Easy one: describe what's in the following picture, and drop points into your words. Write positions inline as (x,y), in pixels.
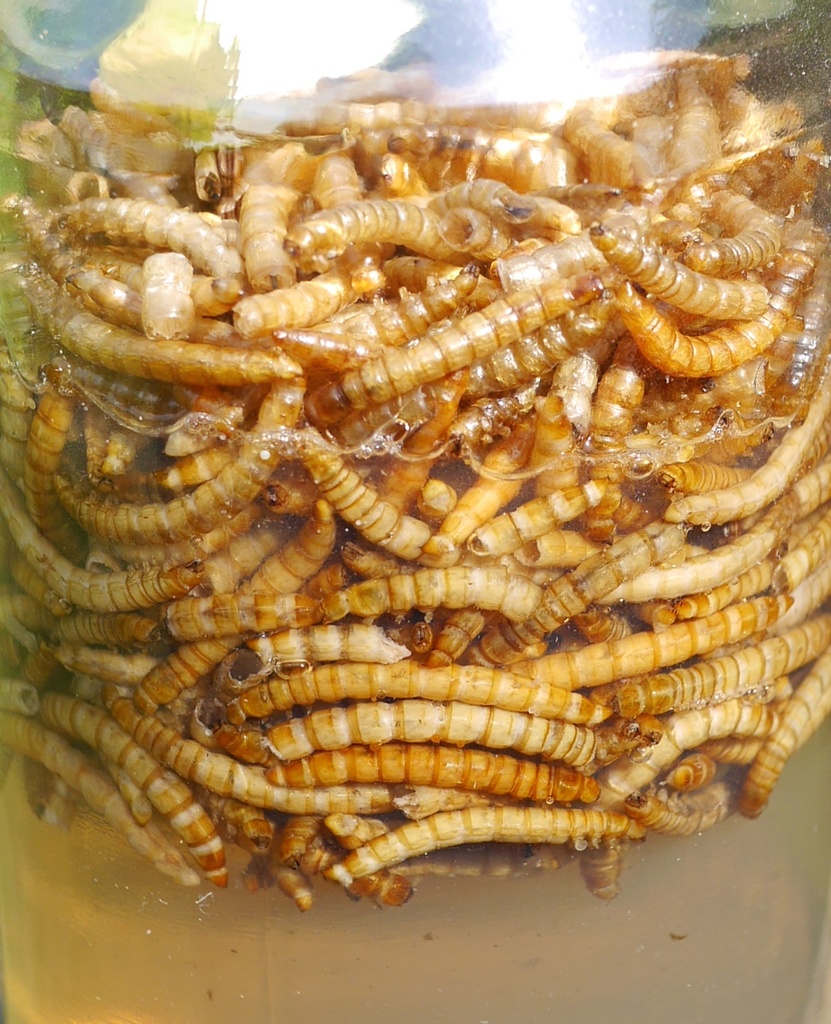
In this picture I can see so many insects (283,763) and a type of liquid (342,895) in a glass item (38,72).
